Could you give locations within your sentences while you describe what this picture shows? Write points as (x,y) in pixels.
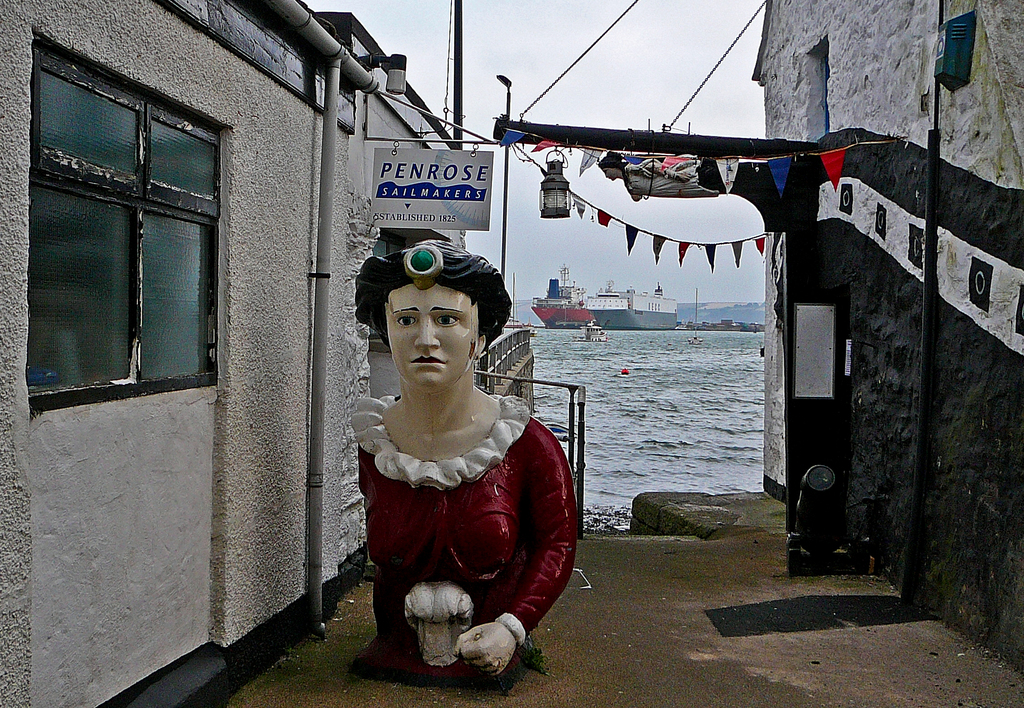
In this image, at the middle (477,406) there is a red color statue (451,568), at the left side (189,551) there is a wall (120,475) and there is a glass window (100,350), at the right side (965,505) there is a black color wall (974,333), at the background (590,389) there is a sea (606,382) and there is water (691,458), at the top (659,53) there is a sky (619,287).
